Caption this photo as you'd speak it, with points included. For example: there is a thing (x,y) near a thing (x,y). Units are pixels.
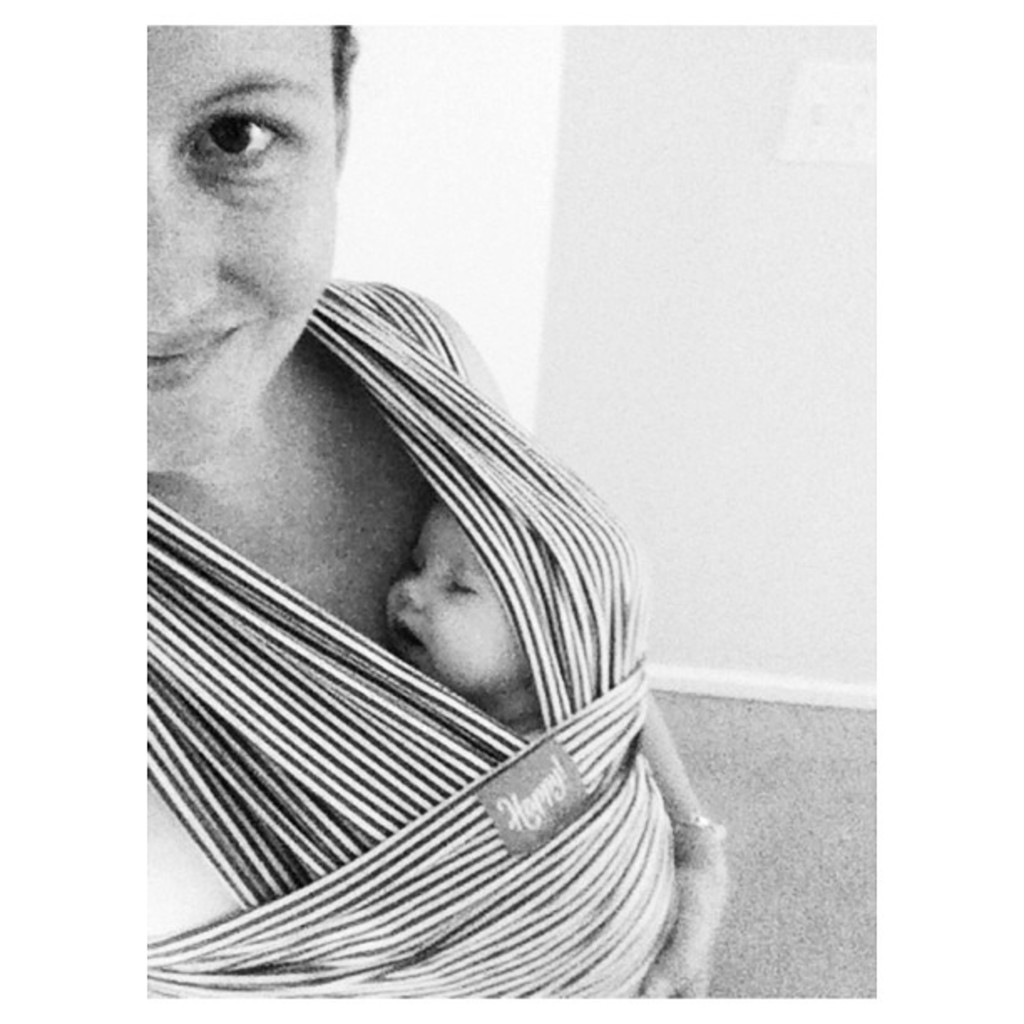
In this picture I can see there is a woman (214,617) standing and she is carrying a child (412,581) and there is a white color wall (763,362) in the backdrop (615,130) to right (684,88) and the picture is blurred.
